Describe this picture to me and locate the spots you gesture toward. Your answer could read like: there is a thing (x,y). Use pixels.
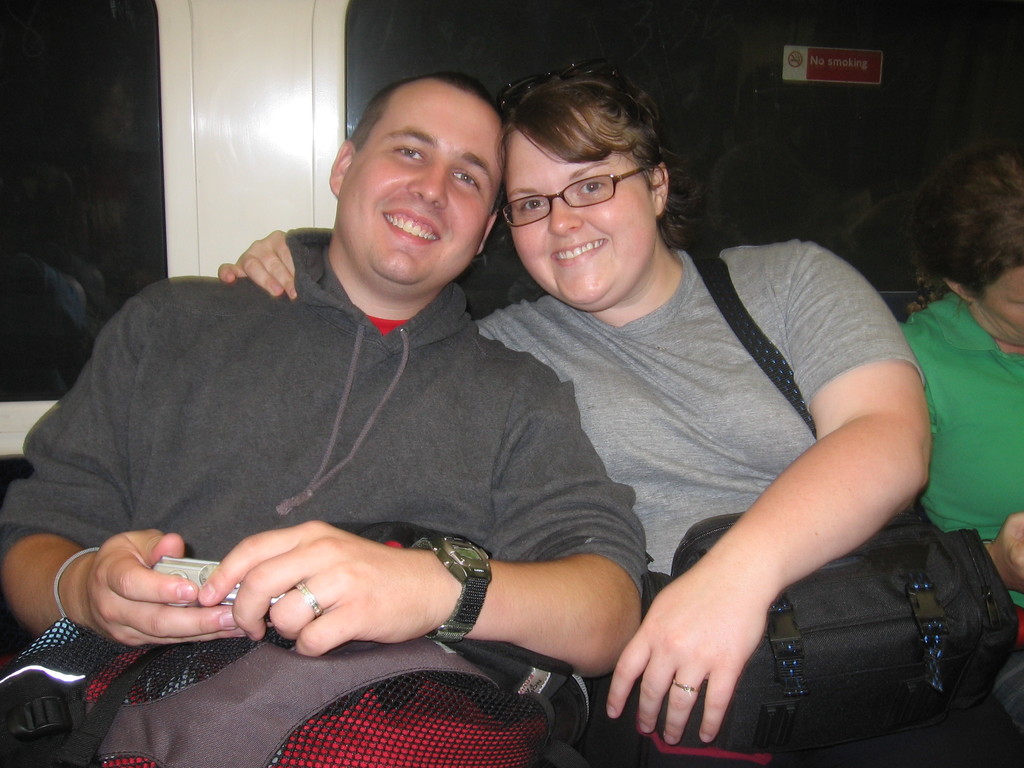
Here a couple (625,479) is sitting, these are bags (886,677).
